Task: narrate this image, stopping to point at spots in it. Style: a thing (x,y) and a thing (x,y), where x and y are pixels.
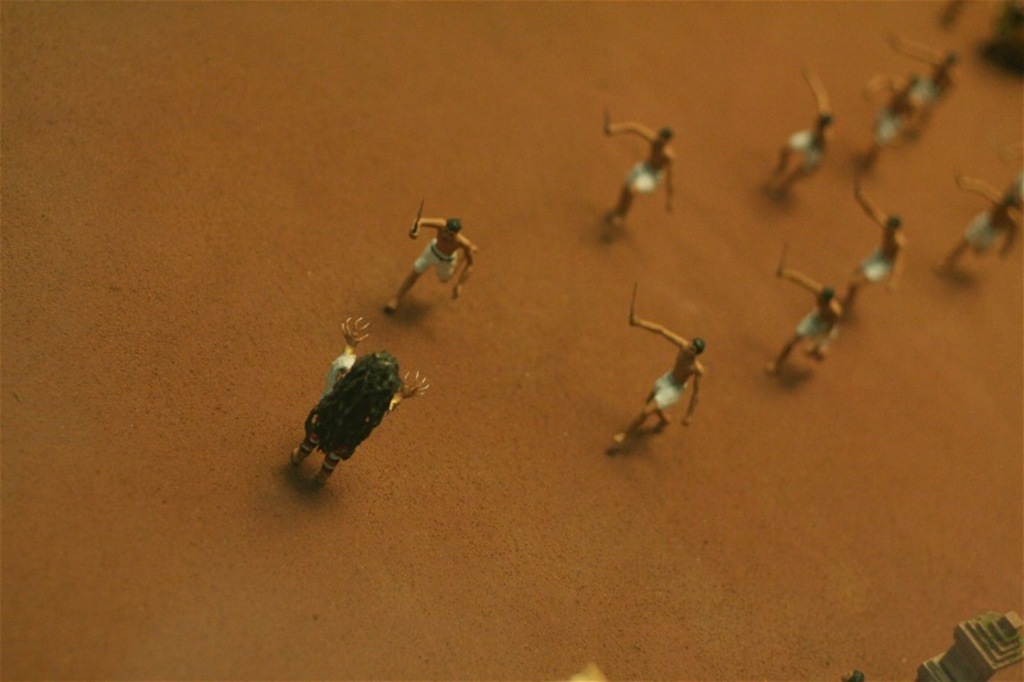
In this image I see few miniature persons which are on the ground (105,26).
